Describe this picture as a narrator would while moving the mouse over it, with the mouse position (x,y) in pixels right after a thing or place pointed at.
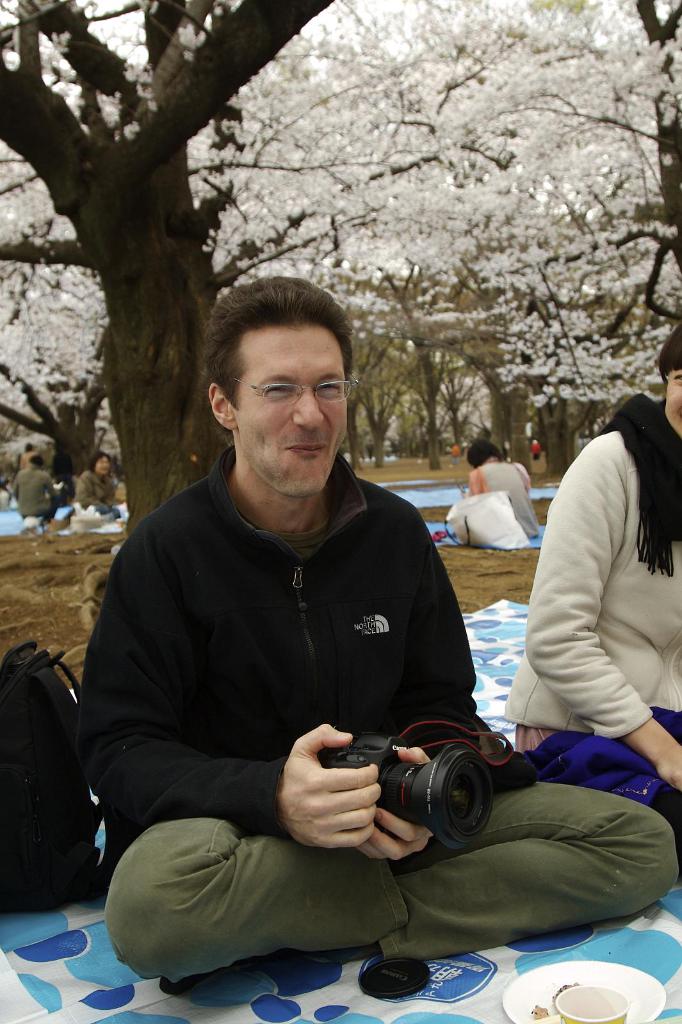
In the image we can see few persons (360,649) were sitting on the floor (410,470). And in the center (268,599) we can see man (369,786) holding camera (369,762). And back we can see trees (459,242), grass (403,475).
